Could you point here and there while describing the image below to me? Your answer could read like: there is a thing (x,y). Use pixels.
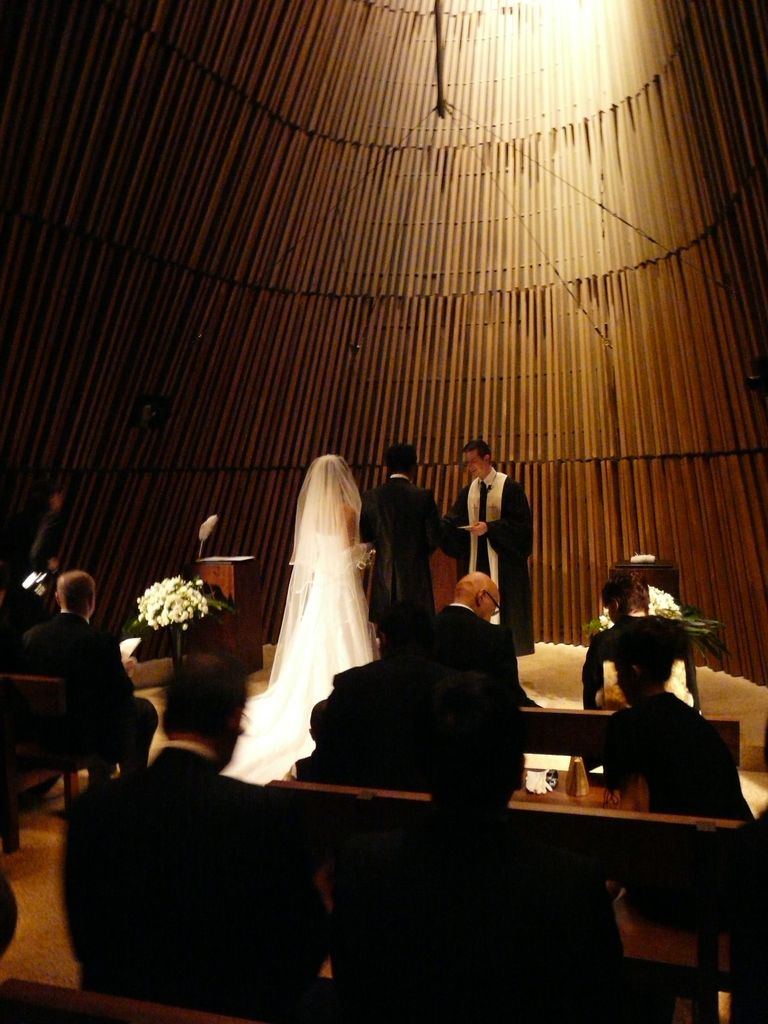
In this picture I can see number of people (37,514), where most of them are sitting on benches (3,711) and rest of them are standing. On the left side of this picture (180,596), I can see few flowers (174,586). In the background (137,569) I can see the wooden wall (297,304).
